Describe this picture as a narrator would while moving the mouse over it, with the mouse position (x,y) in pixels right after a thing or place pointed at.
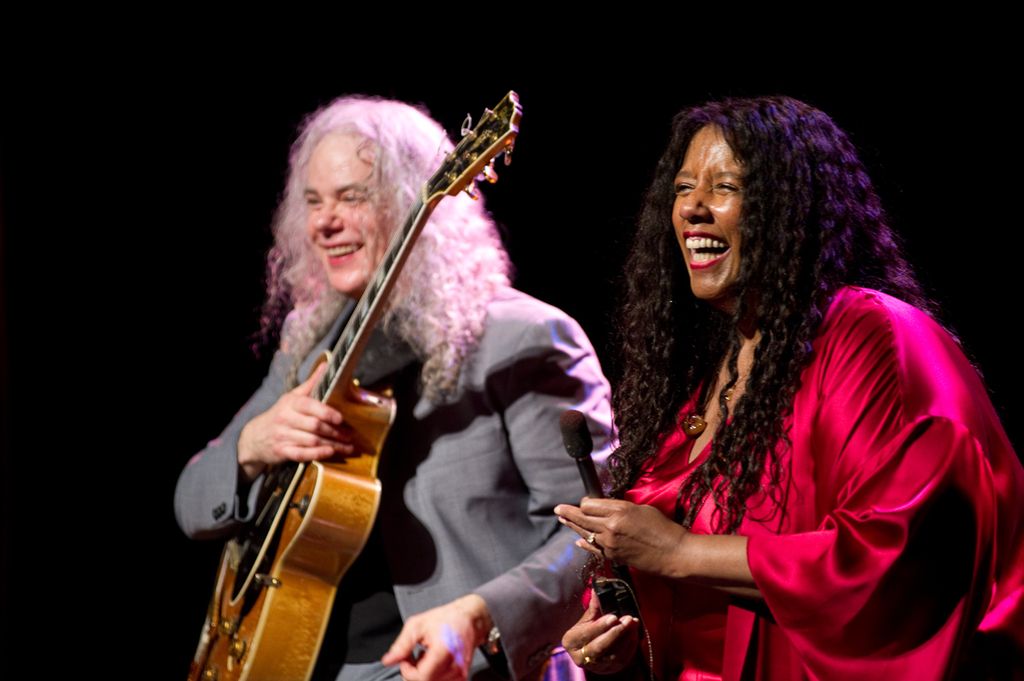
In this image I can see two persons (685,397). The women (831,424) who is standing at the right side of the image (793,410) is laughing and holding a mike (587,465) in her hands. The other person (508,466) who is beside of this lady (848,432) is holding guitar (302,534) in hands (314,449) and smiling.
